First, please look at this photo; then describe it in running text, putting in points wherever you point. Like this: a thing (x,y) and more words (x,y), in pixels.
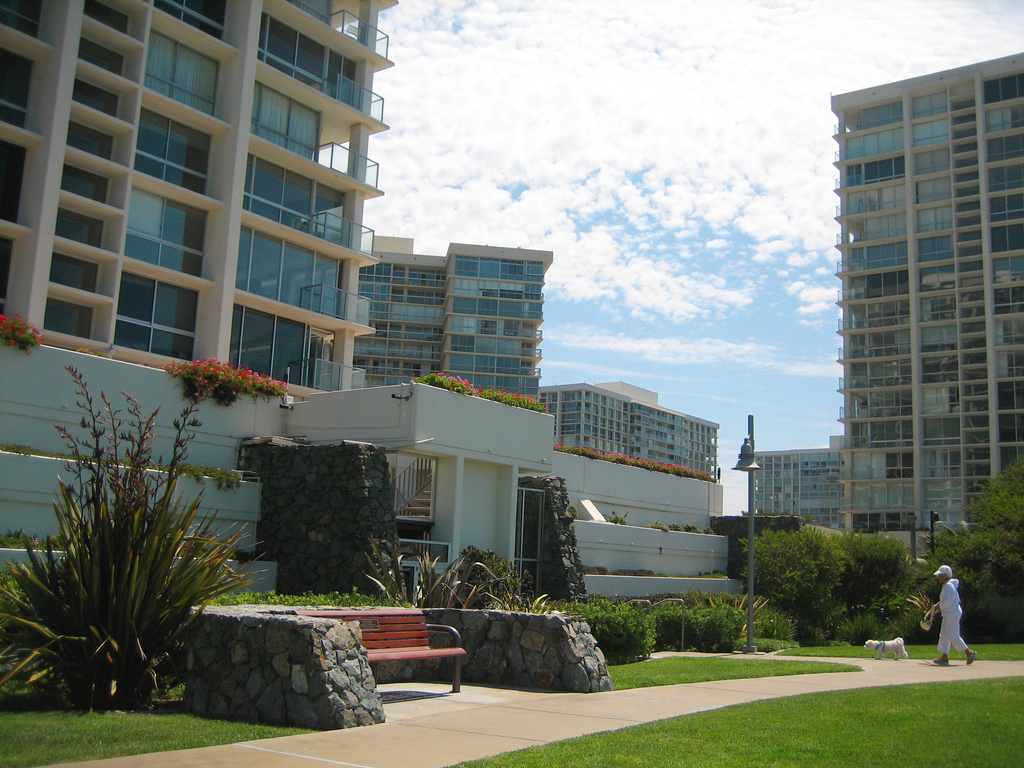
At the bottom of the picture (695,719), we see the grass (744,734) and the pavement (545,711). Beside that, we see a red bench (373,642) and a wall (309,651) which is made up of stones (306,657). Beside that, we see the plants (156,588) and shrubs (149,569). We see a wall (31,422) in white color and we see the shrubs (235,397) and the plants (235,397) with red flowers (197,361). Beside that, we see the staircase (408,499) and the stair railing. In the middle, we see a light pole (751,464). Beside that, we see the shrubs (622,618) and the plants (722,603). On the right side (961,595), we see a person (961,608) is walking behind a dog (877,650). In the background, we see the buildings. On the right side (963,574), we see the trees (970,550). At the top (633,162), we see the sky (739,224) and the clouds (587,168).
